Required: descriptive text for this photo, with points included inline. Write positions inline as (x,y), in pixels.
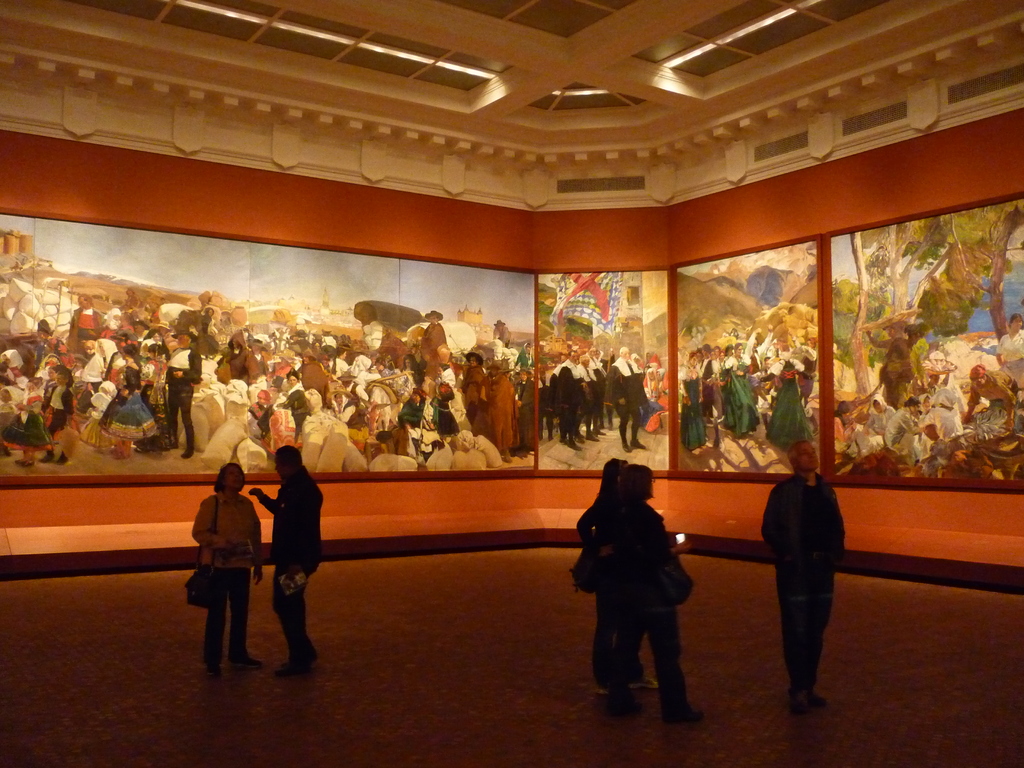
This picture is clicked inside the hall (494,628). In the center (646,487) we can see the group of persons (217,624) and we can see the sling bags (676,588) and some other objects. In the background (585,366) we can see the wall (517,237) and pictures (197,376) of group of persons (285,359), trees (876,299), sky (493,290) and some other objects (885,324). At the top (601,36) there is a roof (396,41) and the ceiling lights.
